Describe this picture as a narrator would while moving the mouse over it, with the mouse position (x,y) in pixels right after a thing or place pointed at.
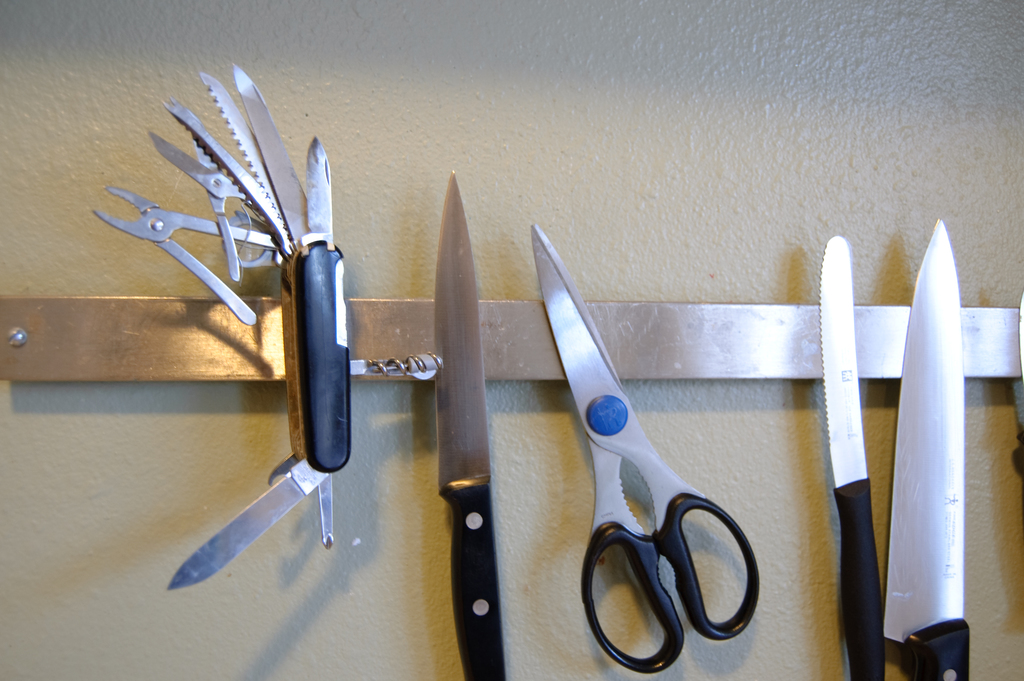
In this picture there are knives (477,329) and a scissors (619,422) in the center of the image (435,362).
